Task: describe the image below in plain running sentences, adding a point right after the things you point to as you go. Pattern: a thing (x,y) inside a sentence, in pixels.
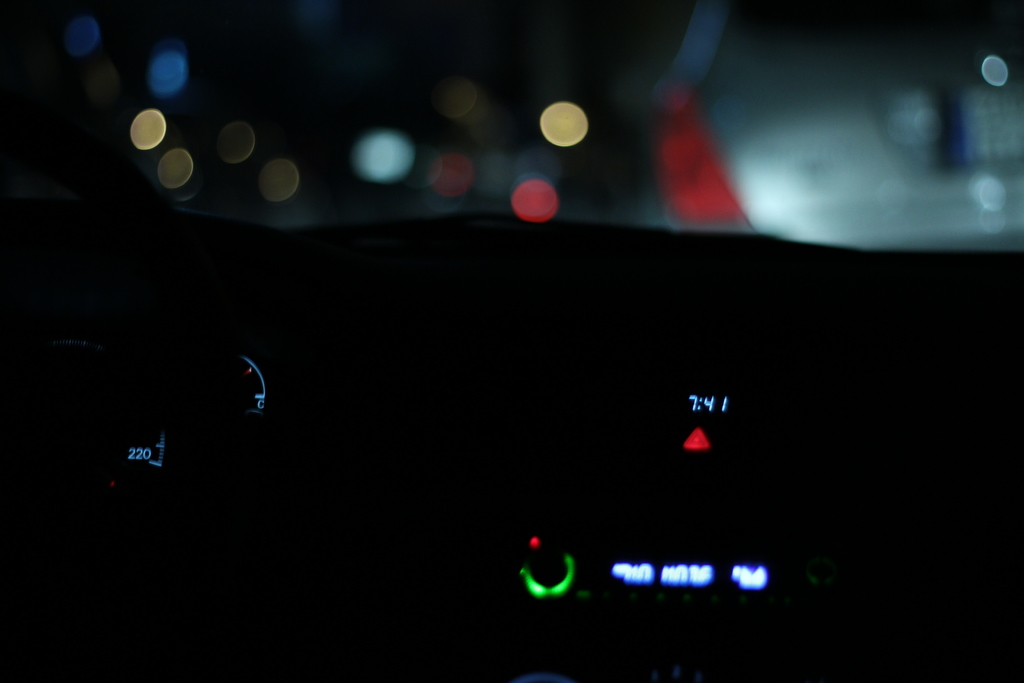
In this image we can see a speedometer (86,442), a clock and in the background (763,178), we can see a car (795,186) and some light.
